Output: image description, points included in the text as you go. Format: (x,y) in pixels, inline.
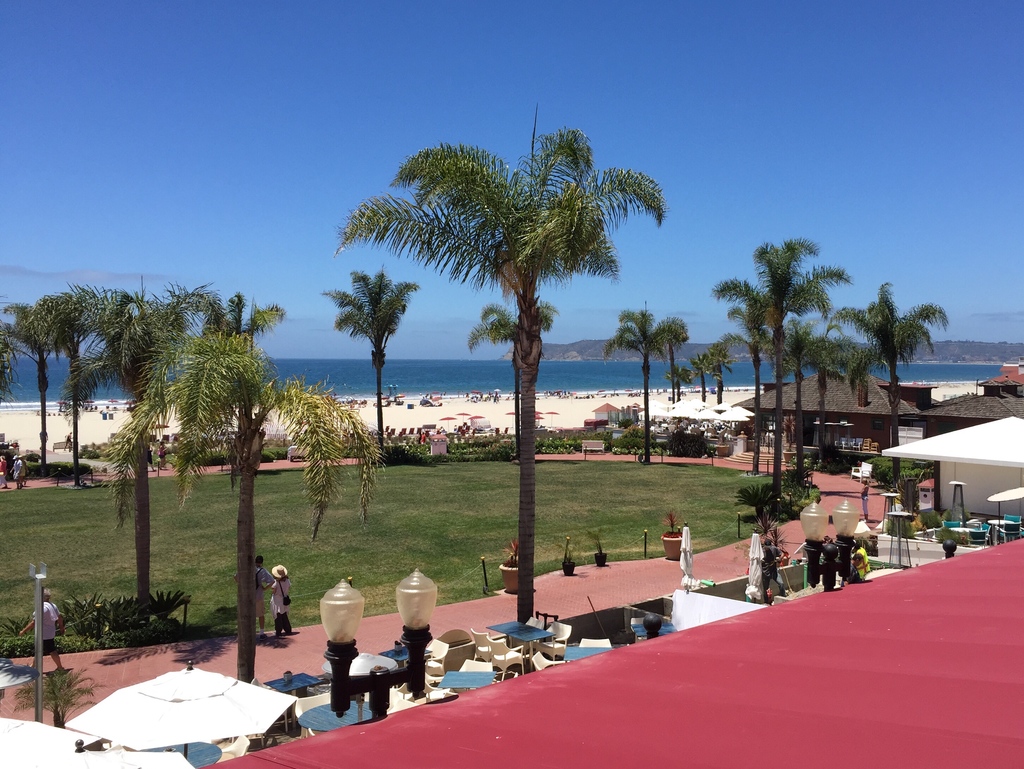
In this image there are some trees (262,416) in middle of this image (378,356) and there are some persons (272,599) standing on the bottom left side of this image (263,610), and there are some persons (349,406) standing on the beach area (398,415). there is a sea (339,371) in the background (473,371) and there is a sky (316,154) on the top of this image (585,100), and there are some objects (675,615) kept on the bottom of this image (699,675) and there are some houses (920,390) on the right side of this image (838,386).
